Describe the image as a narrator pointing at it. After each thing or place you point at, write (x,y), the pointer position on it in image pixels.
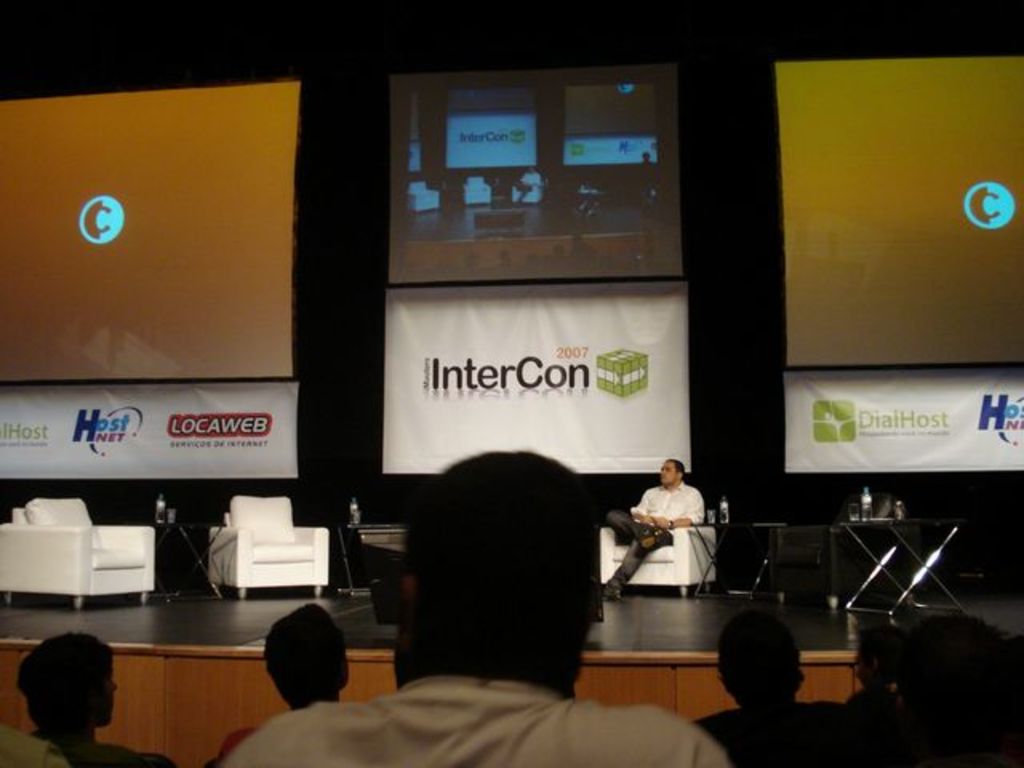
In this picture we can see there is a group of people (487,688). In front of the people (433,656), there is a man (669,500) sitting on a chair (674,546). On the right side of the man (682,511) there are bottles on the tables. On the left side of the man (682,517), there are chairs (242,521). Behind the man (643,507), there are banners (475,406) and screens (650,271).
